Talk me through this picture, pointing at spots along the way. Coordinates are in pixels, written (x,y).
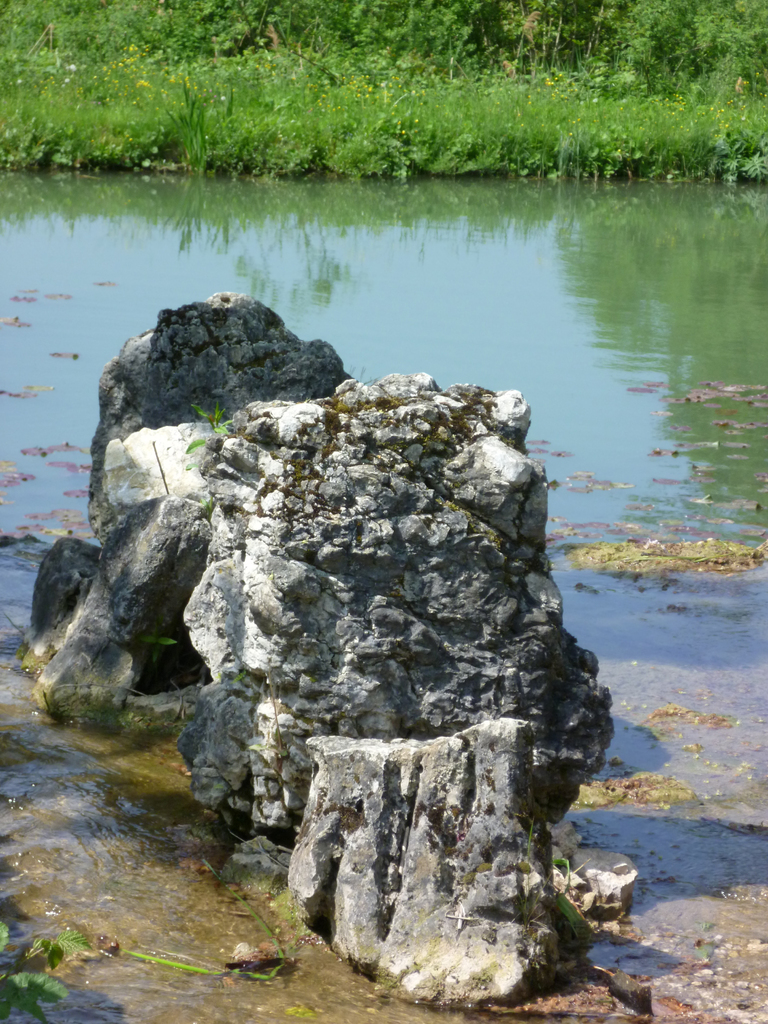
In this image I see the stones (257,570) and I see the water (419,248). In the background (235,105) I see the grass (354,104) and the plants (405,34).
